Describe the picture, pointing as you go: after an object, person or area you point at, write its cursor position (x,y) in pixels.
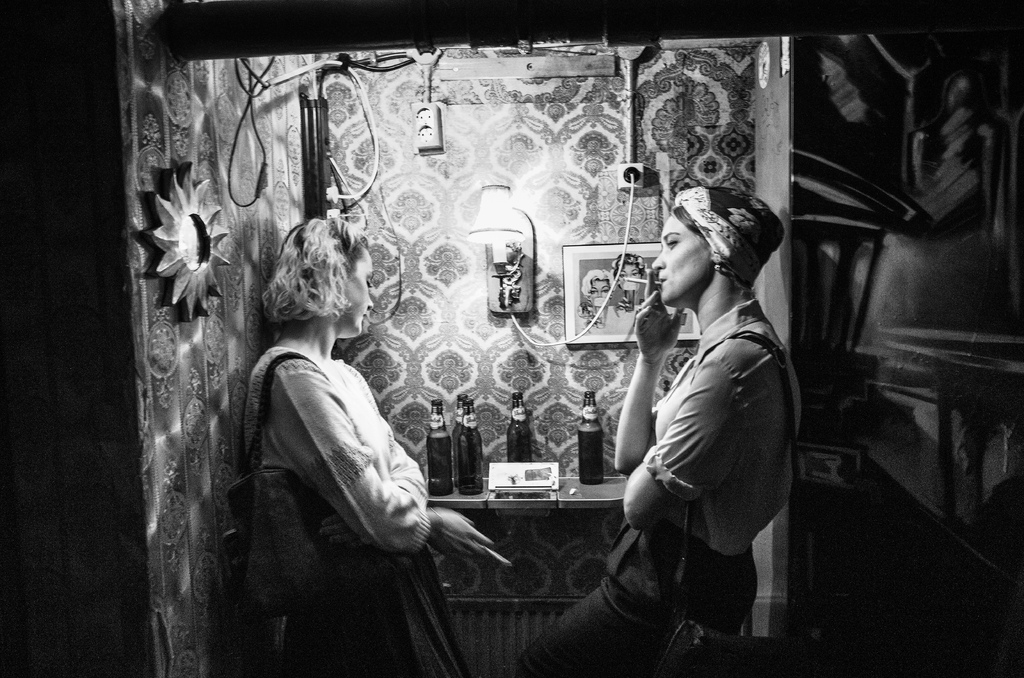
In this picture we can see two women (639,377), they are holding cigarettes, beside them we can see few bottles (521,404), light (521,271) and a frame (586,296) on the wall (560,282), it is a black and white photography.
